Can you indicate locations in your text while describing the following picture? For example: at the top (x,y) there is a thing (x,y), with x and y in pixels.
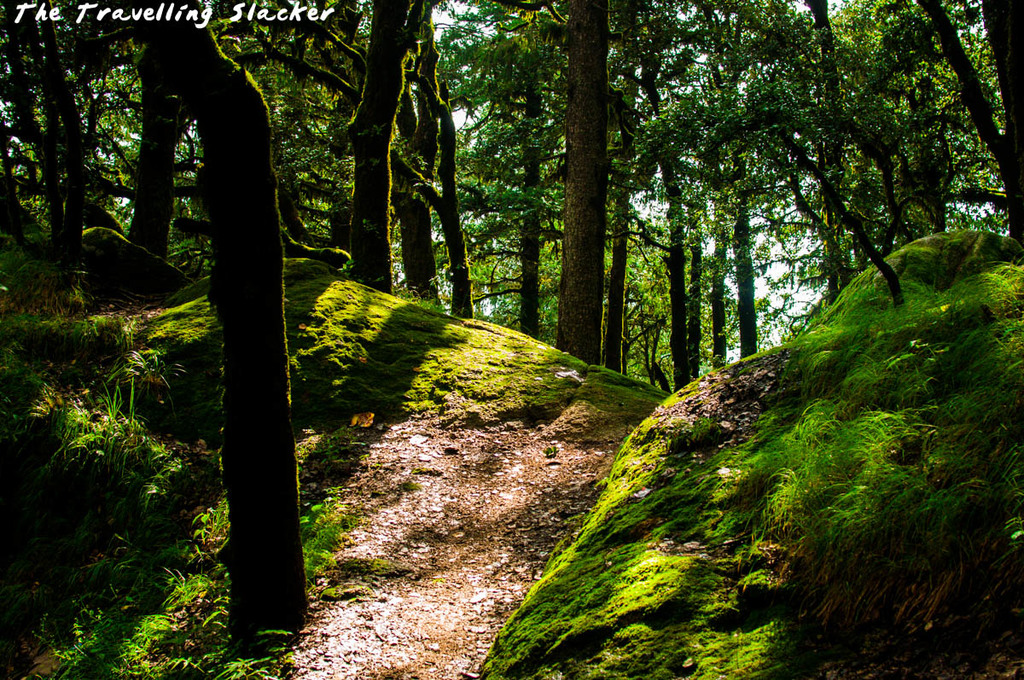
In this image we can see trees (408,192) and grass (148,477) on the ground (327,319). At the top (90,22) we can see text (56,18) written on the image.
